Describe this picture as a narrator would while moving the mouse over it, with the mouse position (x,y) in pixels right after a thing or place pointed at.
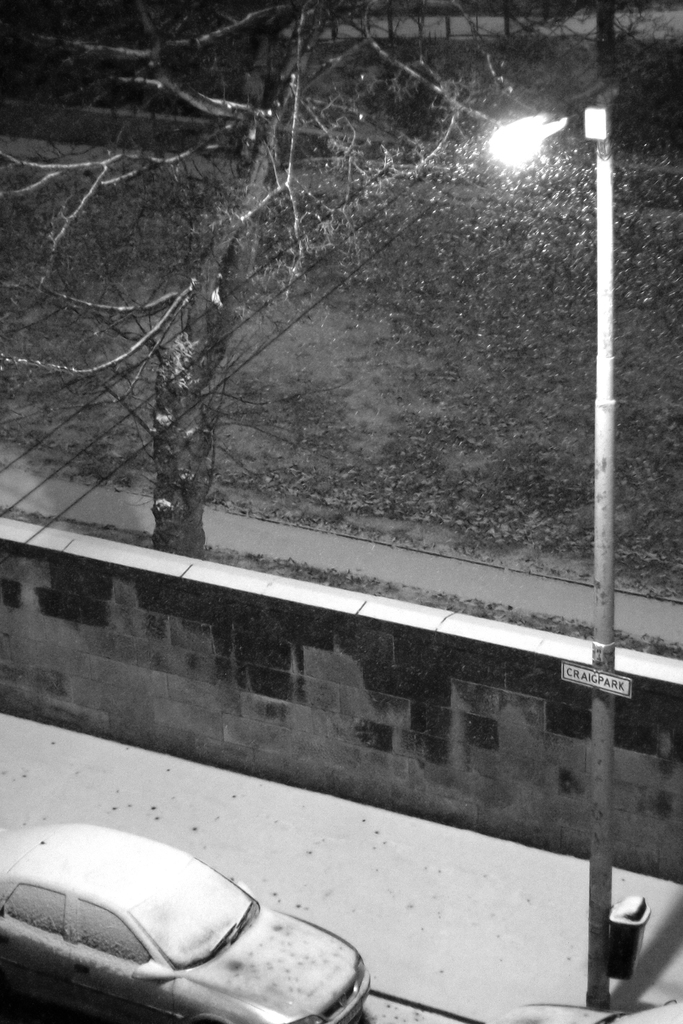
On the right side of the image (611,492) we can see a pole (604,882). At the bottom (131,923) there is a car (117,892). In the background (282,737) there is a wall (282,666) and a tree (294,88).
